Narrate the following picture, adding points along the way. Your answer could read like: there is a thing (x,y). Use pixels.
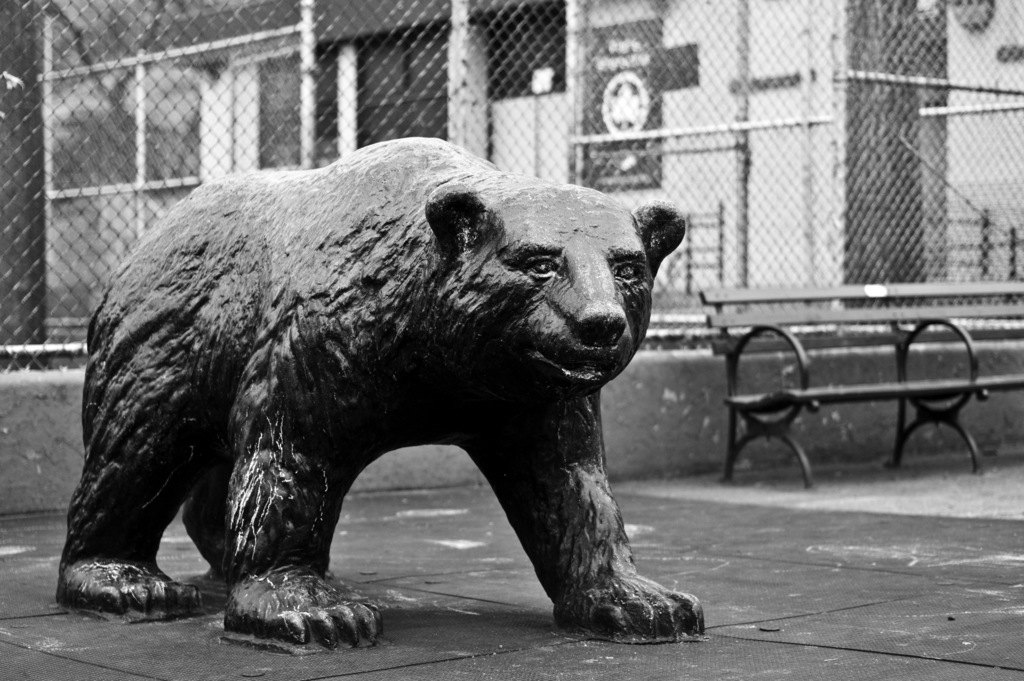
This is black and white picture where we can see a statue of bear (276,351). Behind fencing (834,263), bench (862,319) and building (242,118) is present.
